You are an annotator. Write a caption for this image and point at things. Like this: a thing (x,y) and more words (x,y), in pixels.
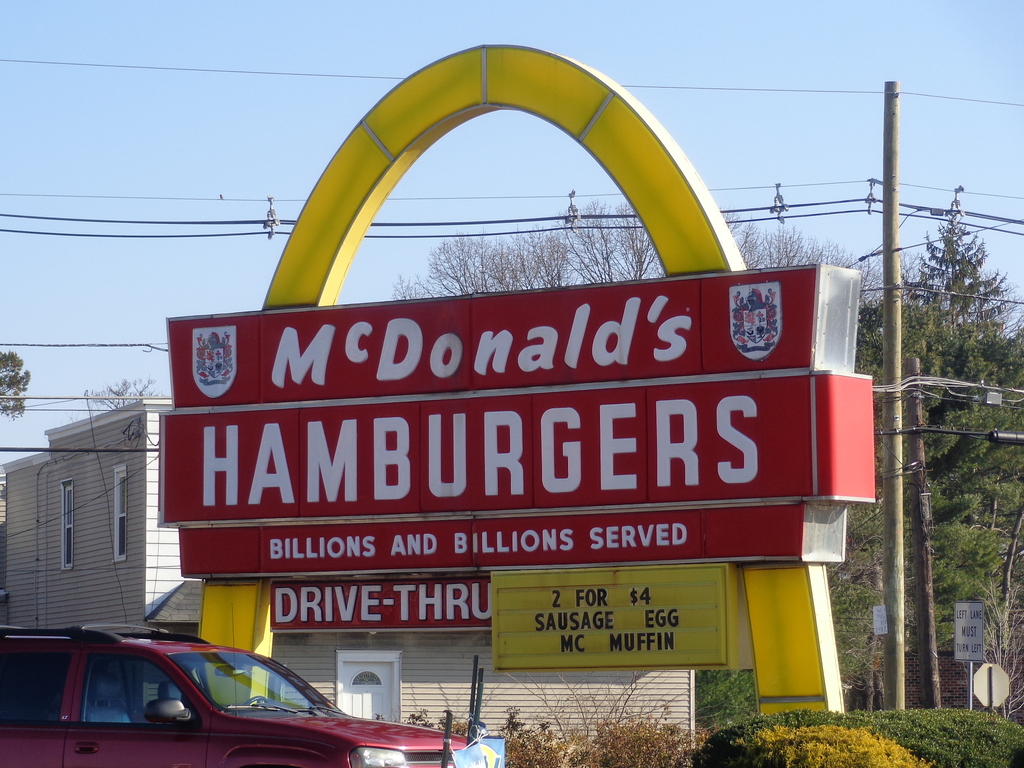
In this image I can see the vehicle (200,687) in maroon color, background (390,414) I can see few boards (468,410) in red and yellow color, the building (116,498) in cream color and I can see few trees (971,426) in green color, few poles (927,563) and the sky (152,117) is in blue color.
